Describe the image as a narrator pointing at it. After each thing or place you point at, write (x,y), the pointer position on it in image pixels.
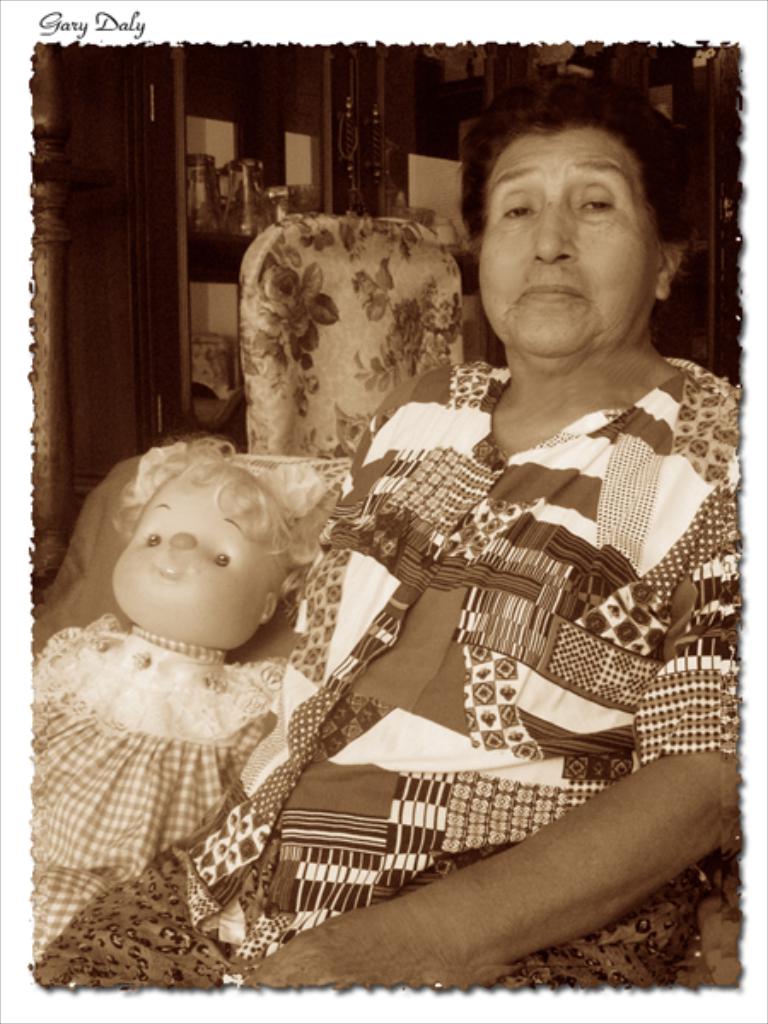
In this image I can see the person (623,729) sitting and wearing the dress (291,688). To the side of the person (291,688) I can see the toy (128,688). In the background (232,417) I can see the cupboard (127,251). I can see the glasses (248,220) inside the cupboard (187,235).
